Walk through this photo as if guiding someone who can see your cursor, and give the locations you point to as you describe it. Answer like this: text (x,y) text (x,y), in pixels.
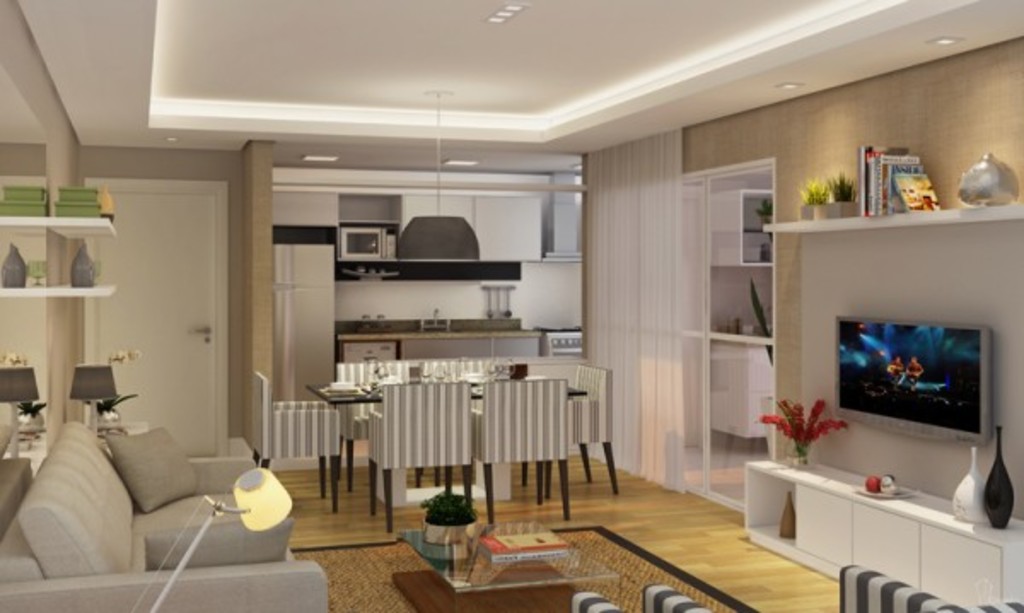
In this picture there is a table (329,396) around some chairs (364,376) were there. There is a sofa set (169,526) and a lamp (219,512) in the left side (177,557). In front of a sofa (326,577) there is a another table (520,583) on which some books (492,540) and plants (452,502) were placed. We can observe a television (888,408) attached to the wall (830,350) here. There are some books (875,188) here. In the background (364,217) there is a cupboards doors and a curtain (642,276) here.
